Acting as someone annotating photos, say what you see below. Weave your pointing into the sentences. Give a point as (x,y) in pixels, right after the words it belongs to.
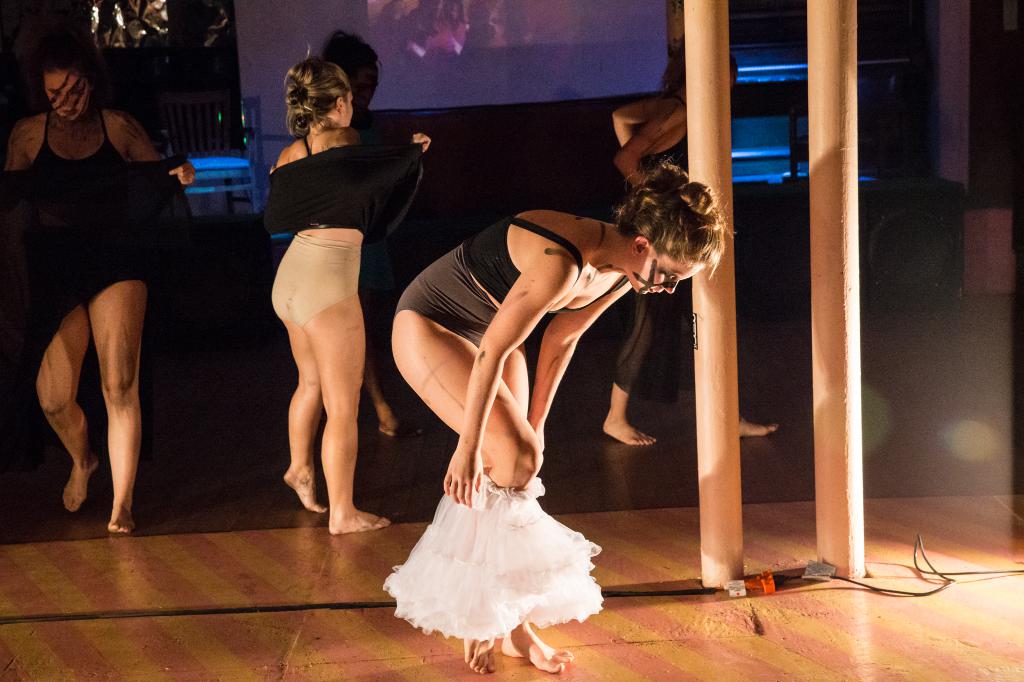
In this image we can see women (550,264) standing on the floor (609,575). In the background (610,42) we can see a display screen (531,69) and chair (219,126).
